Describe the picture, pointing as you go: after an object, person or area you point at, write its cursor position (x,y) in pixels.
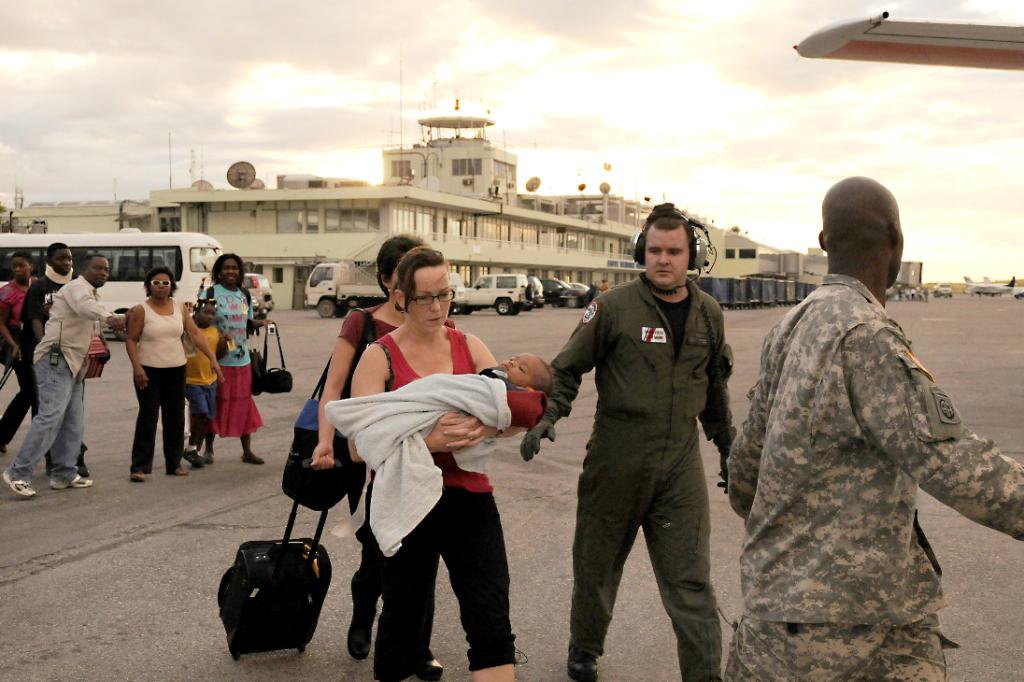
In the foreground of the picture (360,358) there are people (353,369), soldier (781,458) and a person (657,362) with headphones (701,249). In the center of the picture (518,290) there are cars (505,286), truck (316,271), bus (149,263) and other vehicles (717,283). In the background (991,288) towards right (964,283) there are airplanes (966,284) and vehicles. In the center of the picture (467,246) there are buildings (459,170), antennas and flag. Sky (349,155) is cloudy.
